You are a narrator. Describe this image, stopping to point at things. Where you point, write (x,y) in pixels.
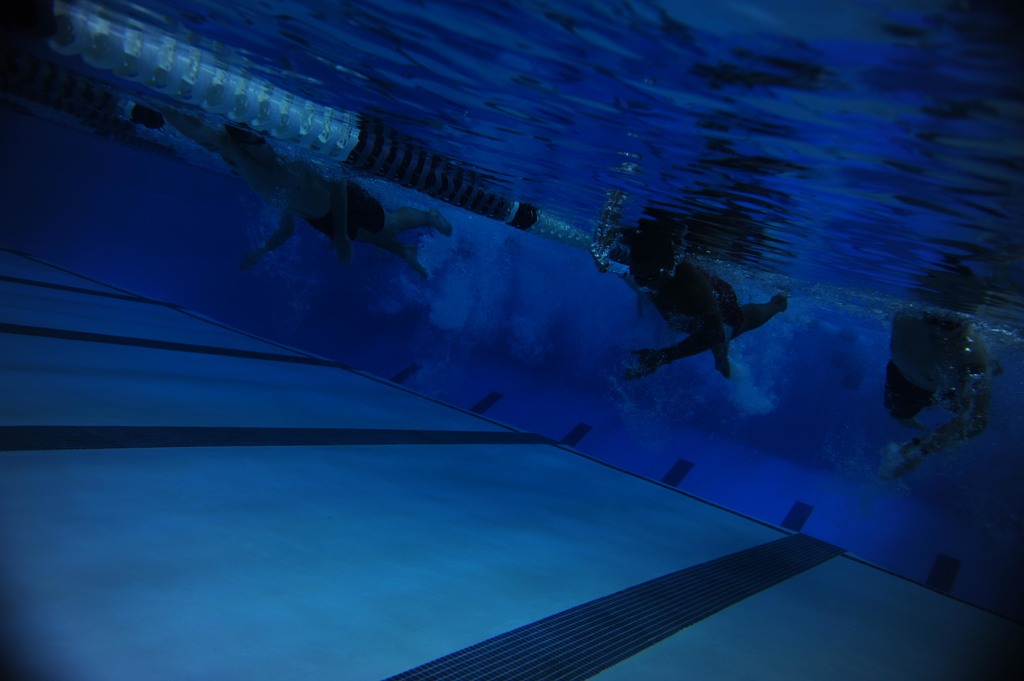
In the image i can see the inside view of the swimming pool (449,418) that includes people (693,343), floor (93,666) and water (538,246).
